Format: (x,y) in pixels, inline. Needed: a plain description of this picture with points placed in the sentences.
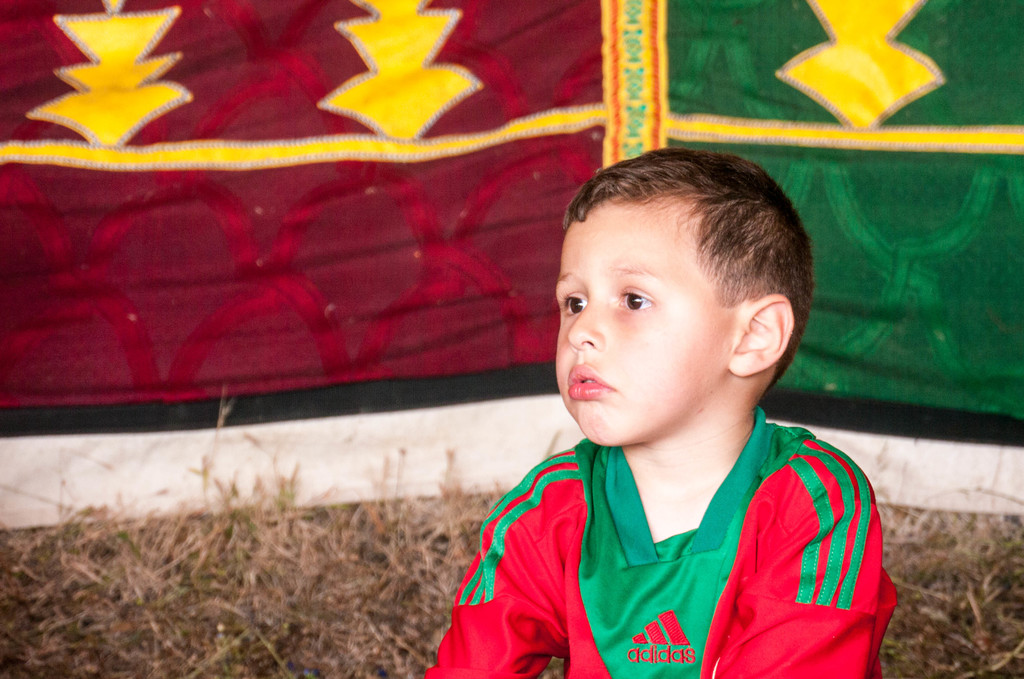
In this picture I can see a boy (547,547) sitting, there is dried grass (286,544), and in the background (360,307) there is a cloth (710,106).
